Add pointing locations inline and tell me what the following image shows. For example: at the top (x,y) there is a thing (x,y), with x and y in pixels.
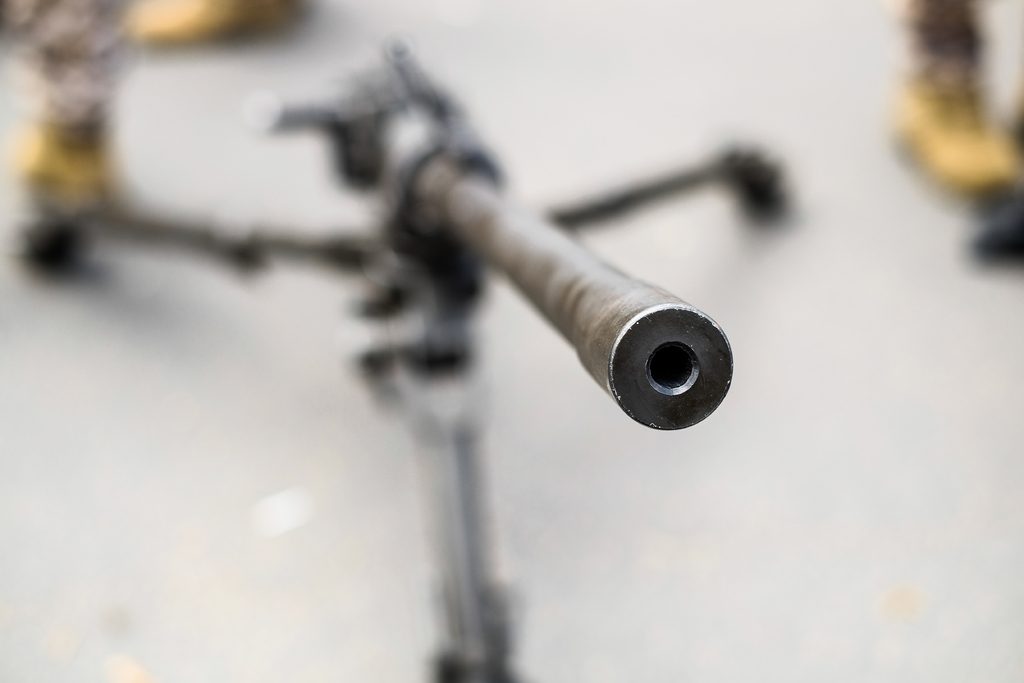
In the image we can see a gun (707,345) on a stand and the background (854,168) is blurred.
